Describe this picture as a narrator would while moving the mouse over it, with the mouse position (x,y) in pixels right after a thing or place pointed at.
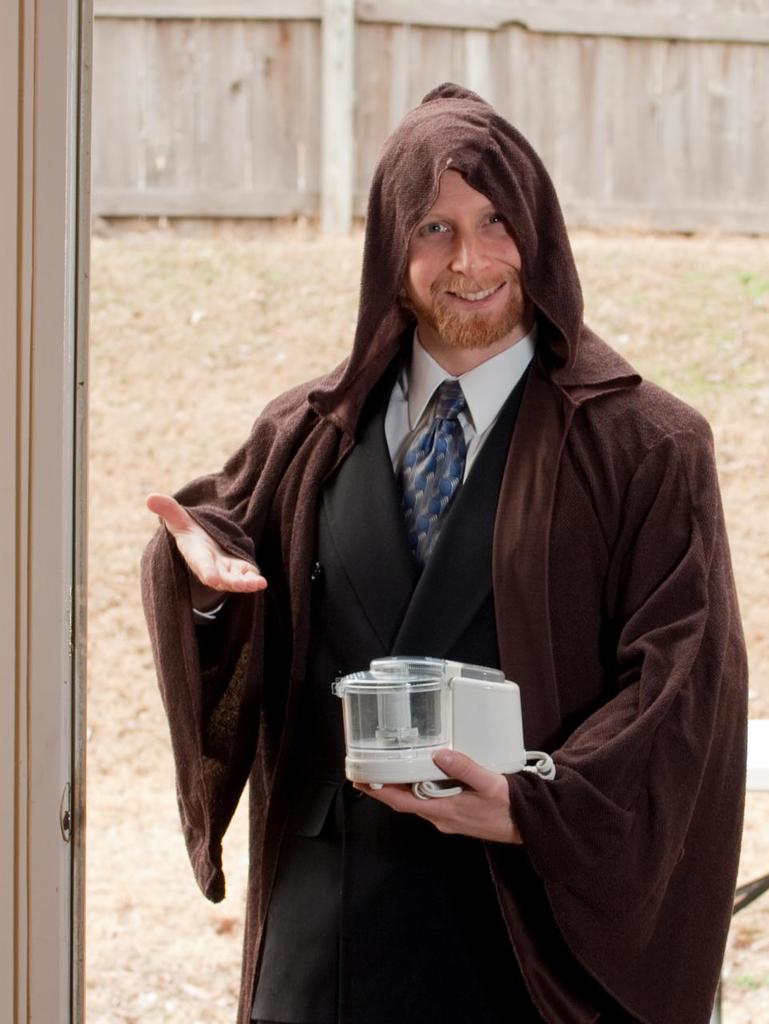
In this there is a man (363,444) he is wearing a coat (514,395) and holding an object (427,707) in his hand (501,784), in the background (478,38) there is a wall (655,75).
